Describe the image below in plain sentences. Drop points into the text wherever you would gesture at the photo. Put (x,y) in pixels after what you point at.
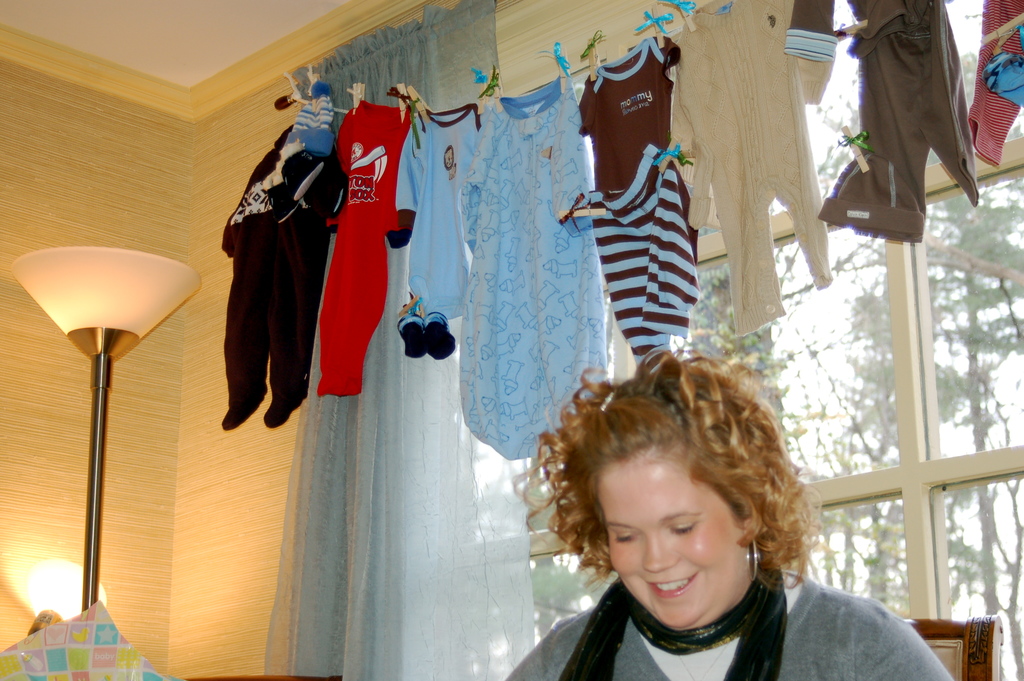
Here clothes (467,226) are hanging, this is a woman (745,582), this is lamp (140,253), there are trees (933,284), this is curtain (423,508).
